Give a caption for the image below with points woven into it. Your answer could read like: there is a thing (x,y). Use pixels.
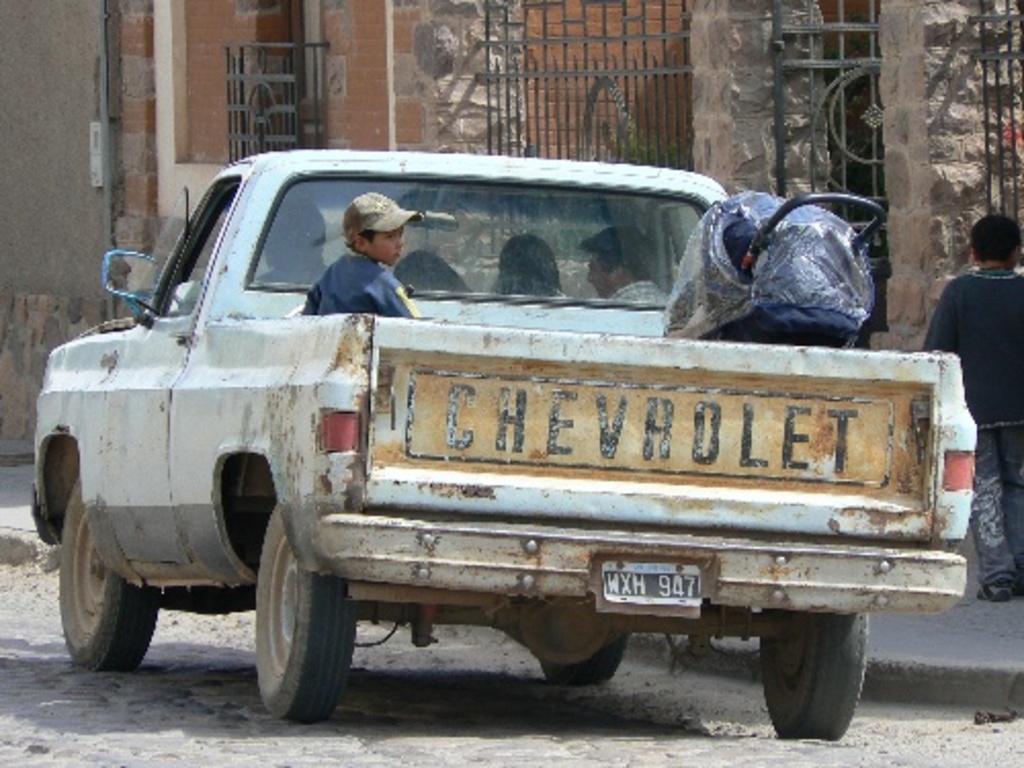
This is an outside view. In the middle of the image (492,460) there is a truck (313,499). In the truck (215,564) few people (388,298) are sitting and there is a luggage bag (798,254). On the right side (984,419) one person (998,432) is walking on the footpath (977,605). In the background (506,129) there is a wall (142,102) and railings (557,91).
